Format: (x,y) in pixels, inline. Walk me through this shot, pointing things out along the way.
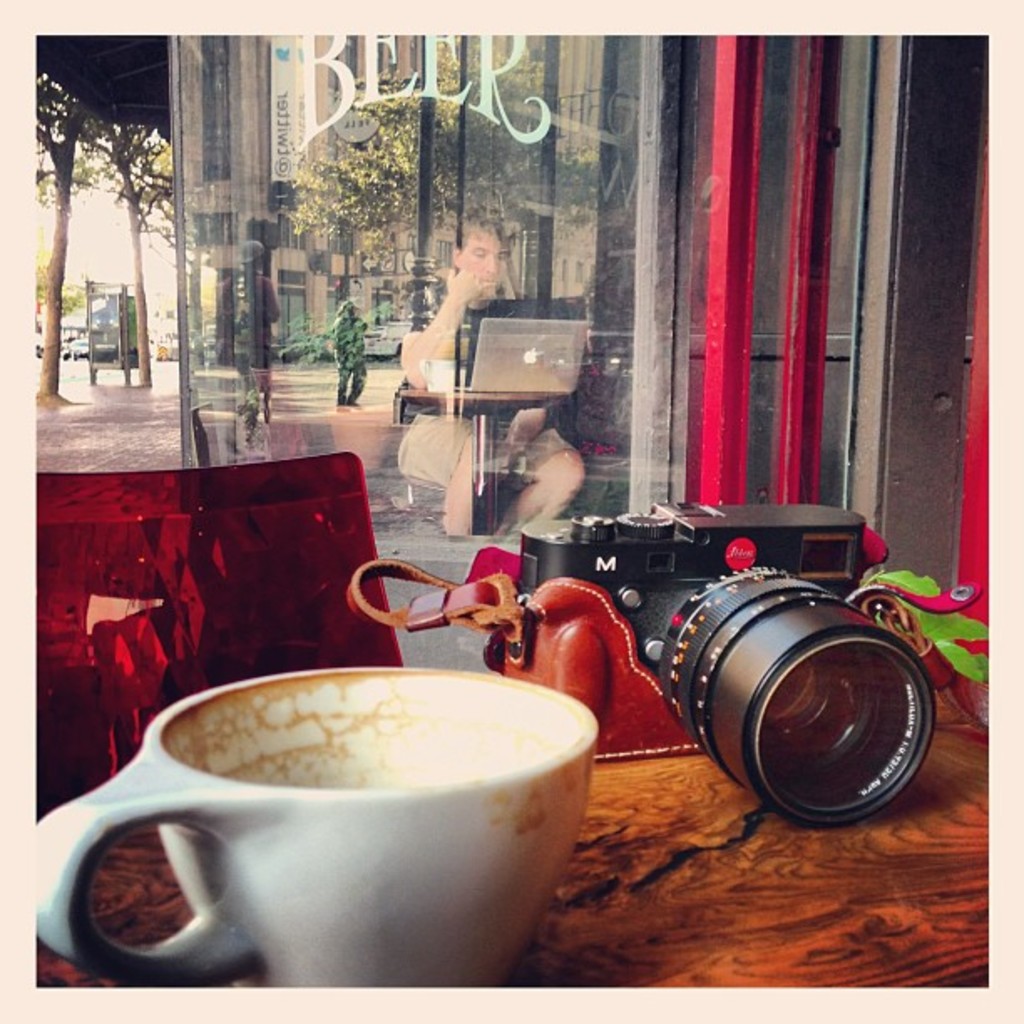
At the bottom (818,858) there is a table (720,891) on which a teacup (409,797) and camera (685,583) are placed. Behind the table (147,870) there is a chair (145,615). In the background (381,392) there is a glass (366,208) on which I can see the reflection (456,310) of a person (470,456) sitting and looking into the laptop (517,375) which is placed on a table (464,398) and also I can see few people (356,356) on the ground (345,432), building (248,110), trees (388,189) and poles (420,300). On the left side of the image (97,132) there are few trees (139,366) and also I can see vehicles (82,339).
